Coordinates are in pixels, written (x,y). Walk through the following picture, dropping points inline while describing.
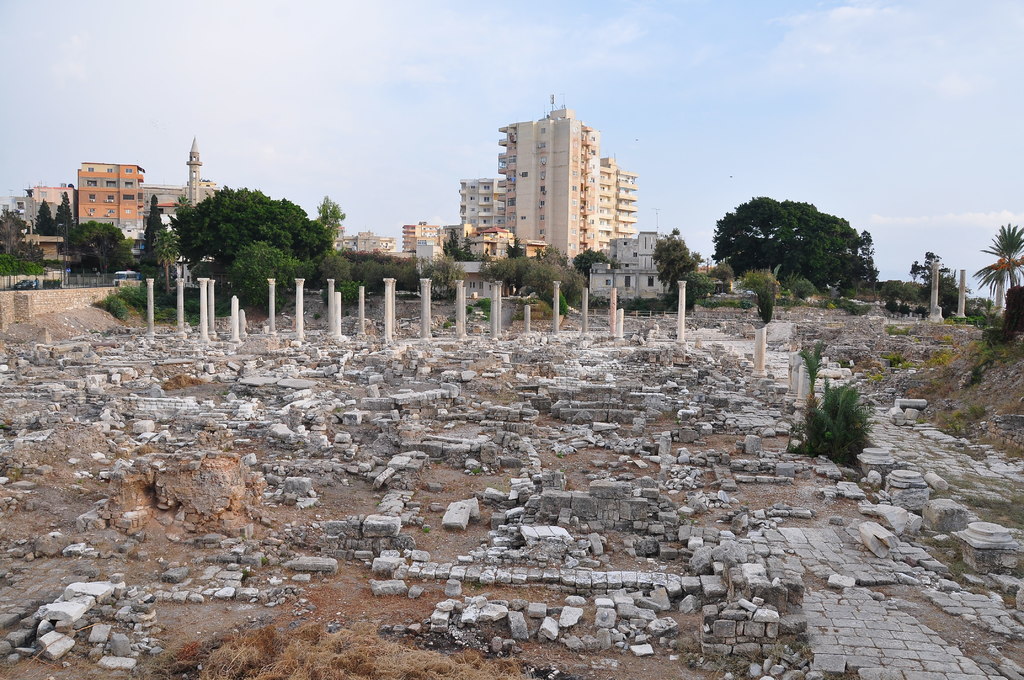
In the image I can see a place (374,421) where we have some buildings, trees (927,283), poles (962,288) and some stones (378,482) and marbles (451,388) on the ground (40,537).
